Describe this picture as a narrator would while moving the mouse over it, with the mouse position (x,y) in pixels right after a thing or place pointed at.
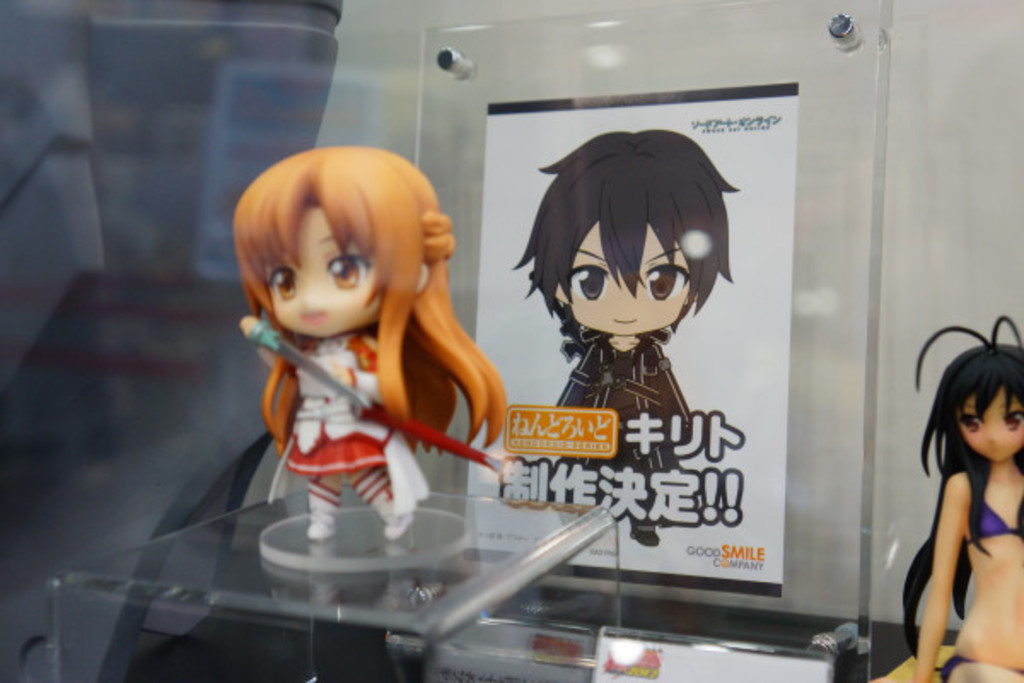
In this image I can see few dolls (1007,375), a poster (575,353) and on it I can see something is written. I can also see this image is little bit blurry from background (14,122).
